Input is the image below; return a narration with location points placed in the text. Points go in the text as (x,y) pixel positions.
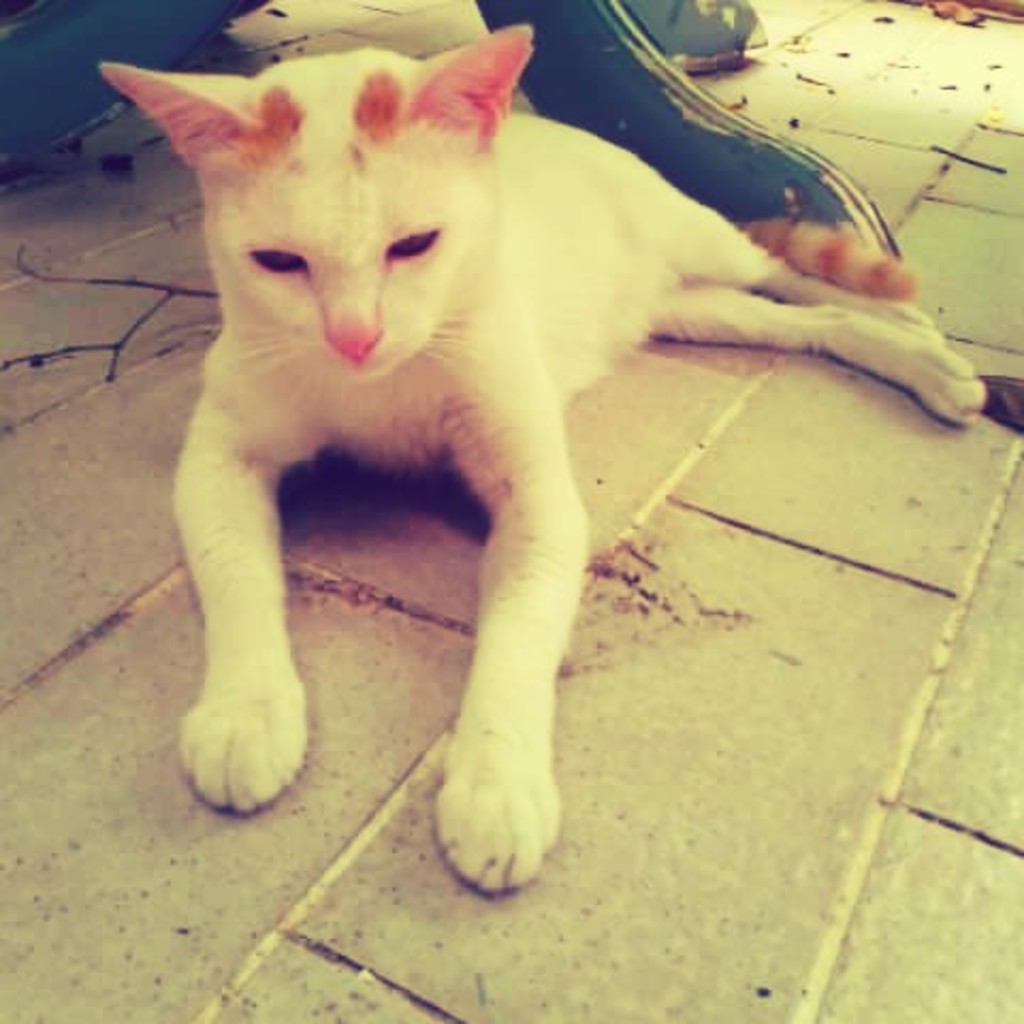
In the center of the image (372,368) we can see a cat (435,261) lying on the floor (636,660).
